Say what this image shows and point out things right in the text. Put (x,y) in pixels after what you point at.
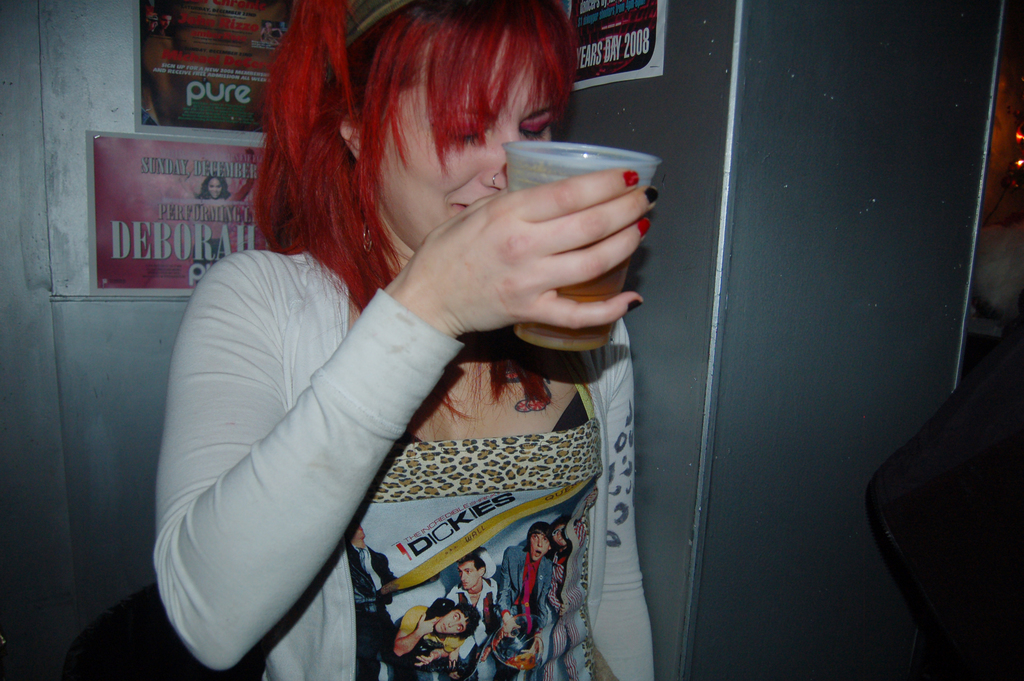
In this picture we can see a woman (489,445) holding a glass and behind the women (343,298) there are posters (169,171) on the iron wall (78,320). On the right side of the woman (430,383) there is a black object (993,503).
